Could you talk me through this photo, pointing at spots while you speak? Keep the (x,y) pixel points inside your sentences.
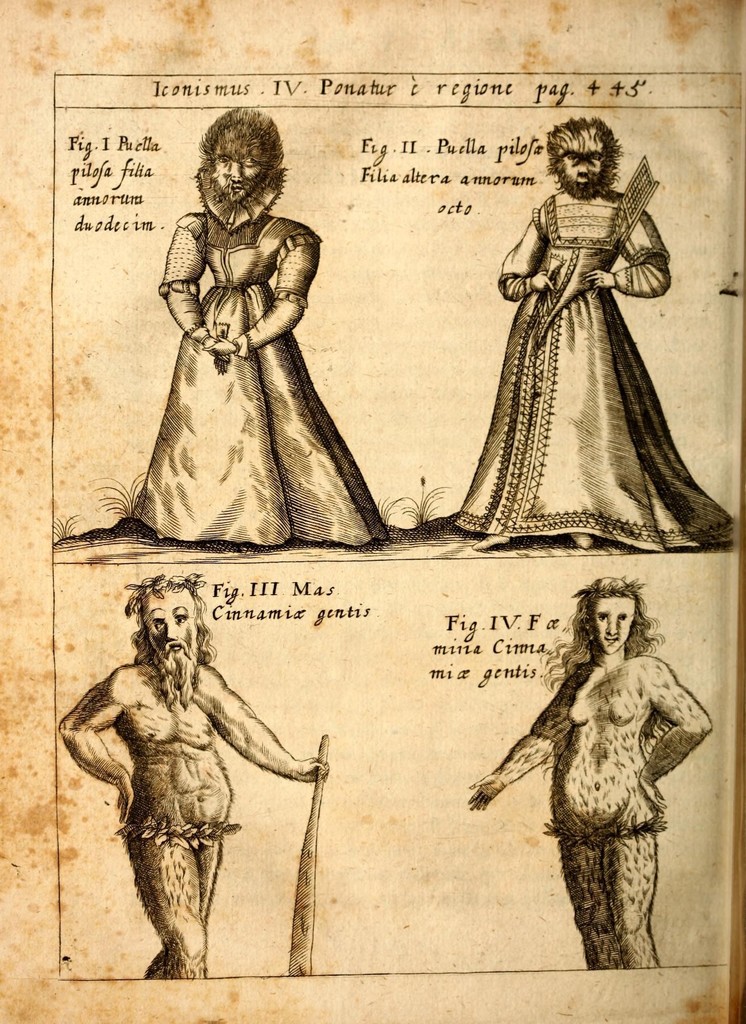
In this image there is a paper (405,566). We can see diagrams (265,377) and text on the paper (368,566).
